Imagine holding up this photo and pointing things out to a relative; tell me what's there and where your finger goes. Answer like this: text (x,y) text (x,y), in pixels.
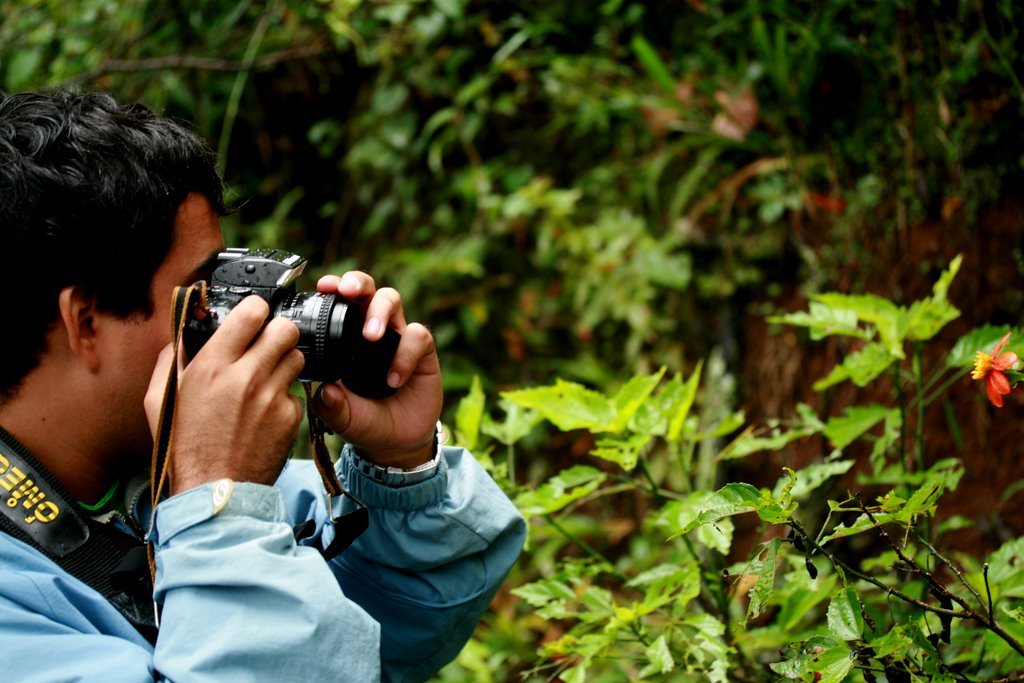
This man (219,449) is holding a camera (202,341). These are plants (558,329).
